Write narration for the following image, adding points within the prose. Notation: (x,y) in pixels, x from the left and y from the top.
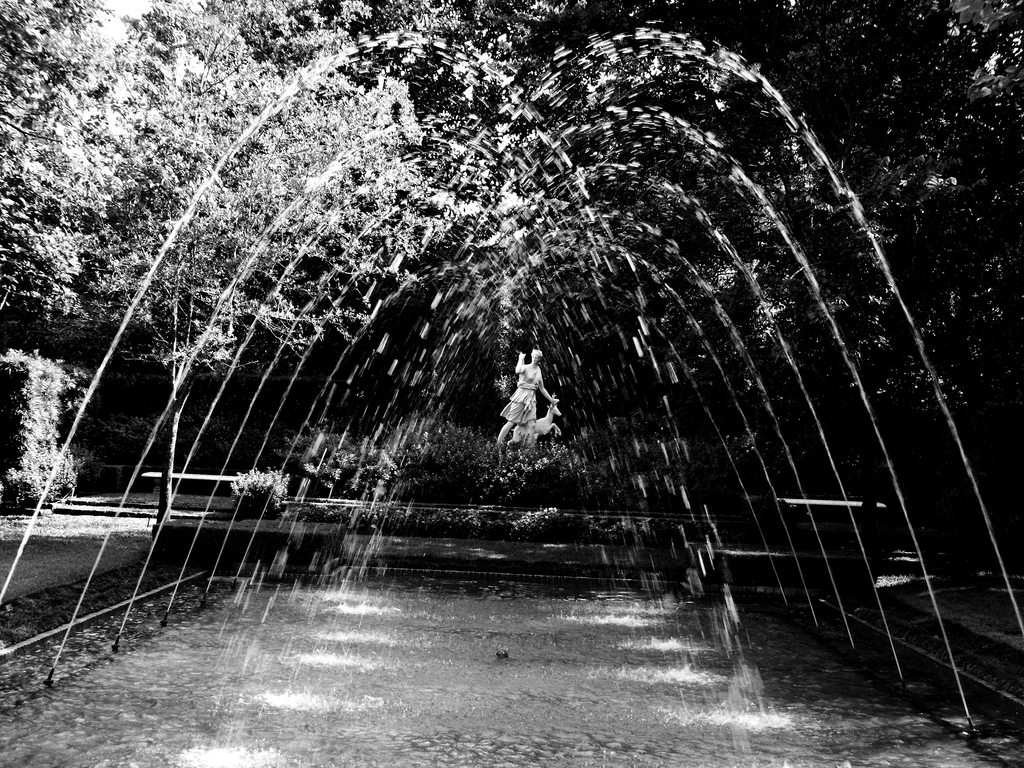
In front of the image there is a fountain (319,435), behind the fountain (284,611) there is a statue (508,427) on the bushes (466,452), in the background of the image (489,412) there are trees (74,239), on the left side of the image (59,403) there is a bush (33,421).
